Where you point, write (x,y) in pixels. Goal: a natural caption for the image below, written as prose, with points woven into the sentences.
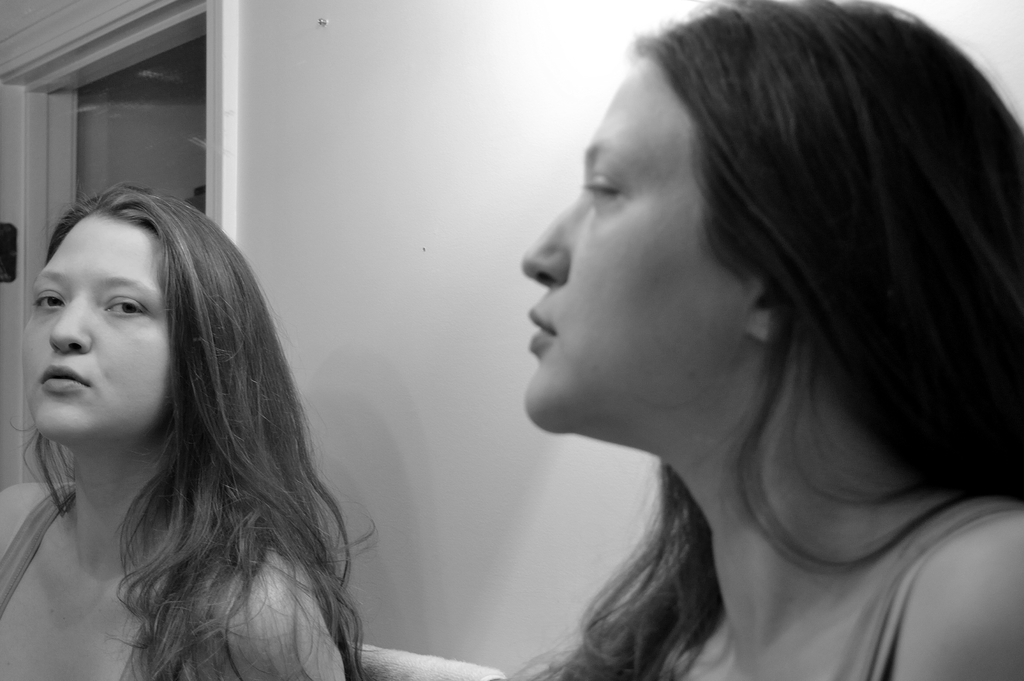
It is a black and white image, in this a woman (797,331) is looking into herself into the mirror (420,362).
